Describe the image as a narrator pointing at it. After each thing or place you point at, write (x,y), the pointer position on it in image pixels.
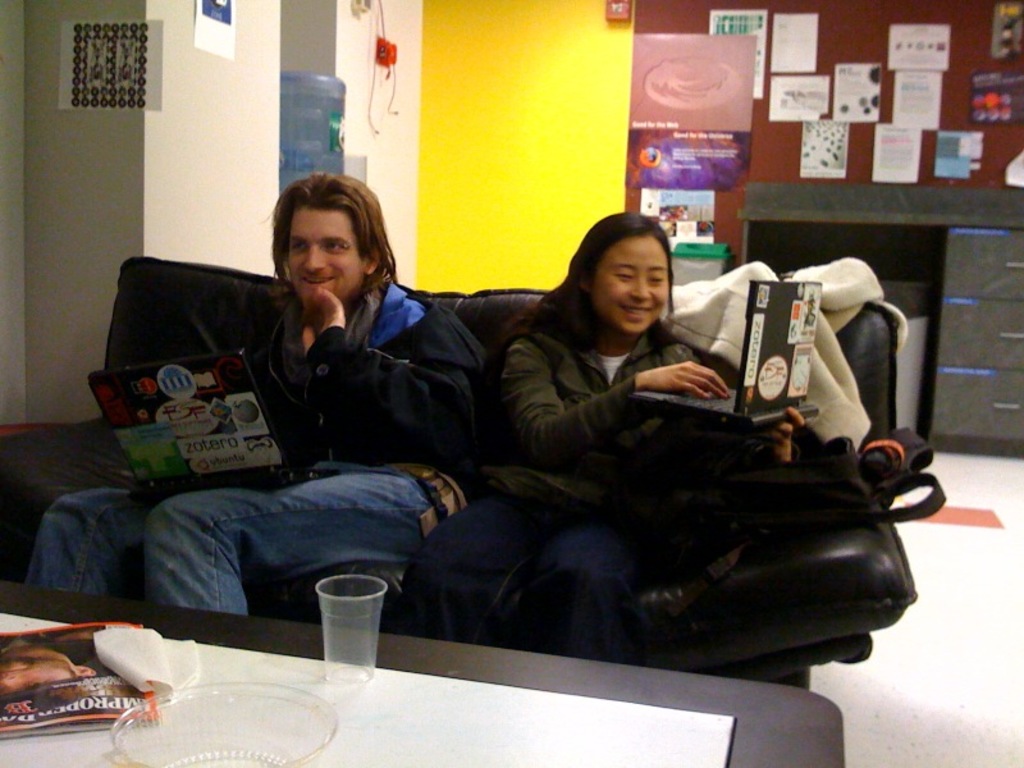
This picture is clicked inside the room (965,46). In front of the picture, we see a table (650,693) on which we have glass (348,644), bowl (198,717), book (73,685) and tissue (140,659). Behind that, we see man (340,397) in black jacket (396,404) and blue jeans (322,523) is sitting on sofa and carrying a laptop (199,432) in his hand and he is smiling. Beside him, we see girl (588,409) in green jacket (533,484) with blue jeans (510,566) is also holding laptop (739,383) in her hands (673,387) and operating it and she is also smiling. Behind them, we see a yellow color wall (516,153) and beside that, we see a wall (855,44) in red color on which many charts (795,110) and papers (935,82) are placed and to the bottom of that, we see a counter top (843,205).
